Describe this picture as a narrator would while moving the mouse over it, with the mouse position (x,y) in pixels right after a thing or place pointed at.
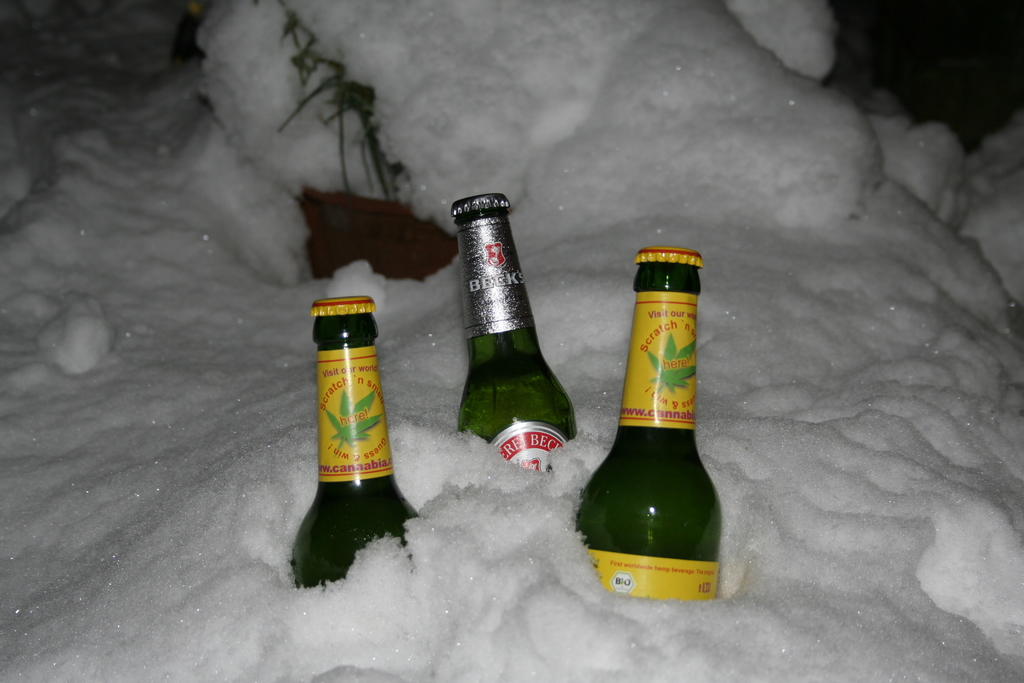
In this image I can see few bottles (307,546) are covered in snow (602,304).
